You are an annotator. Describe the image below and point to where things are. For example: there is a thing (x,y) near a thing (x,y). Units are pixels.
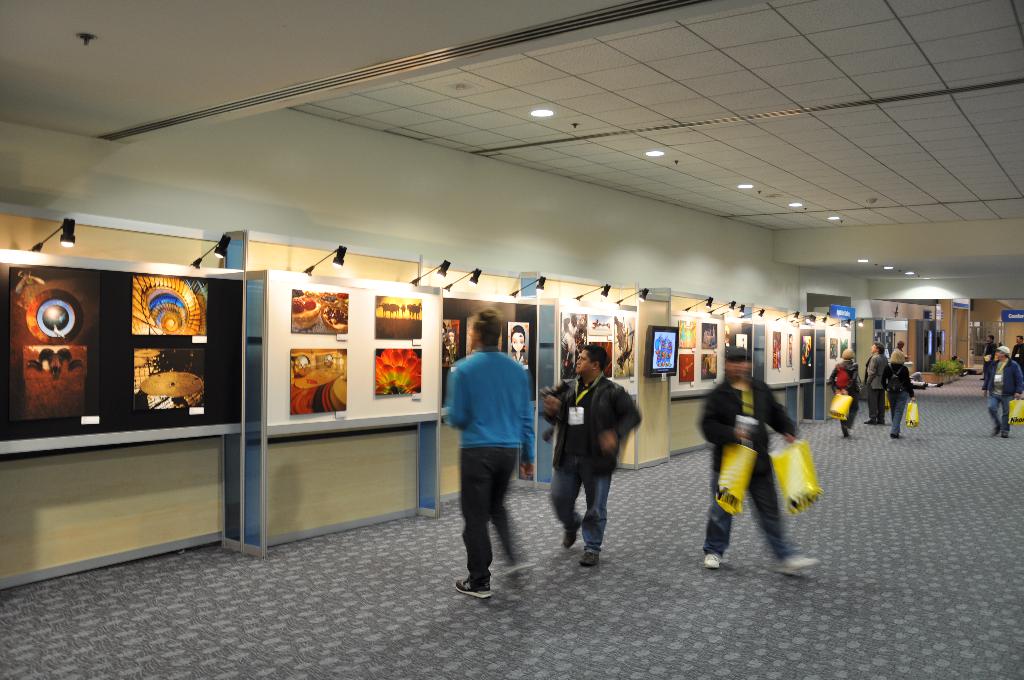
In this picture there are group of people (490,394) walking. There are pictures (49,361) on the boards (218,323) and there are lights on the top of the boards (72,251). At the back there are plants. There are group of people (760,478) holding the covers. At top (789,204) there are lights (861,263). At the bottom (552,630) there is a mat (598,612).
